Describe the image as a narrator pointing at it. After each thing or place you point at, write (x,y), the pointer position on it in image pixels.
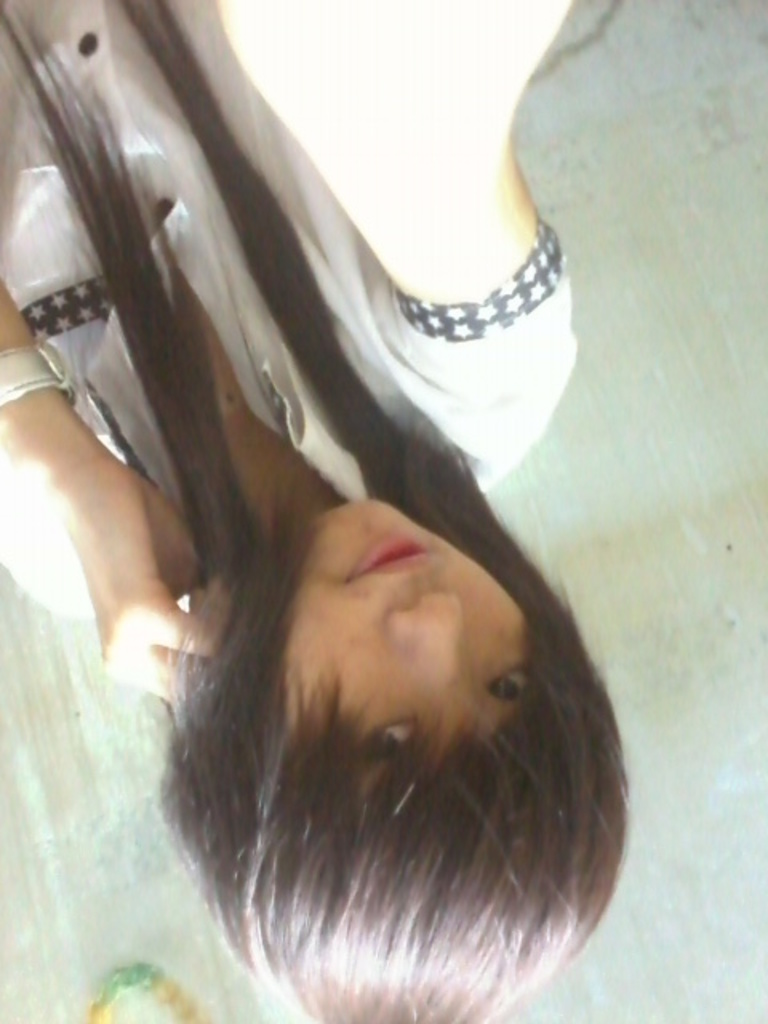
In the image there is a girl (451,645) in inverted position, she wore white dress (202,214) and had long hair (555,800).
